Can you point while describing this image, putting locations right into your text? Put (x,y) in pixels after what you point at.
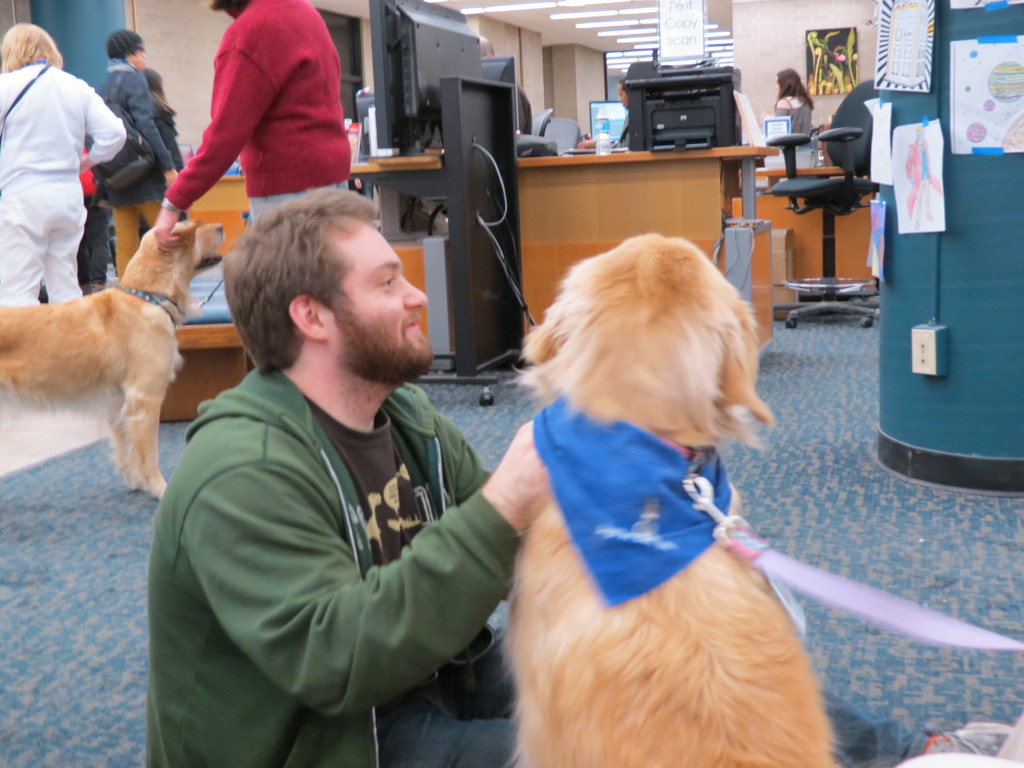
In this image i can see a person (362,602) sitting and holding a dog (587,487). In the background (25,77) i can see few people (25,77) standing and a person (279,55) holding a dog (115,300) and also few monitors (382,89), a chair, a desk (233,178) and a printer (708,98).
